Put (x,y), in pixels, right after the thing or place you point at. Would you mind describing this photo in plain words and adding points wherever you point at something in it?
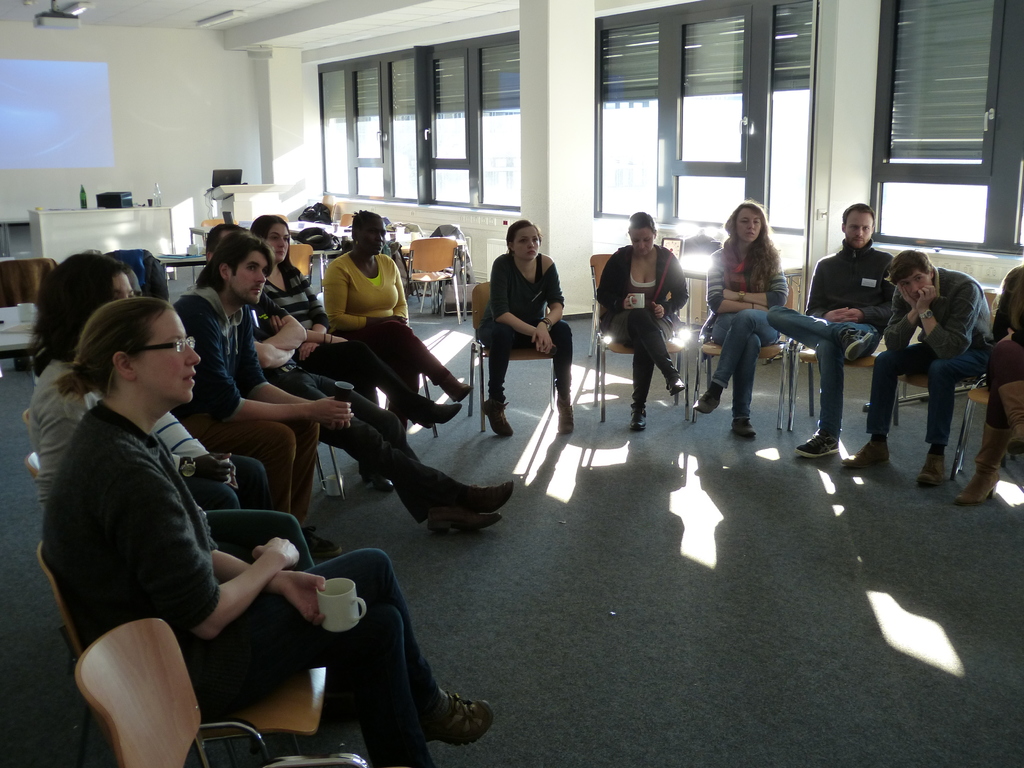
In this picture there are several people (314,535) sitting on chairs (291,714) and in the background (955,198) we observe several glass windows (941,188) and curtains (343,108) on top of it.
